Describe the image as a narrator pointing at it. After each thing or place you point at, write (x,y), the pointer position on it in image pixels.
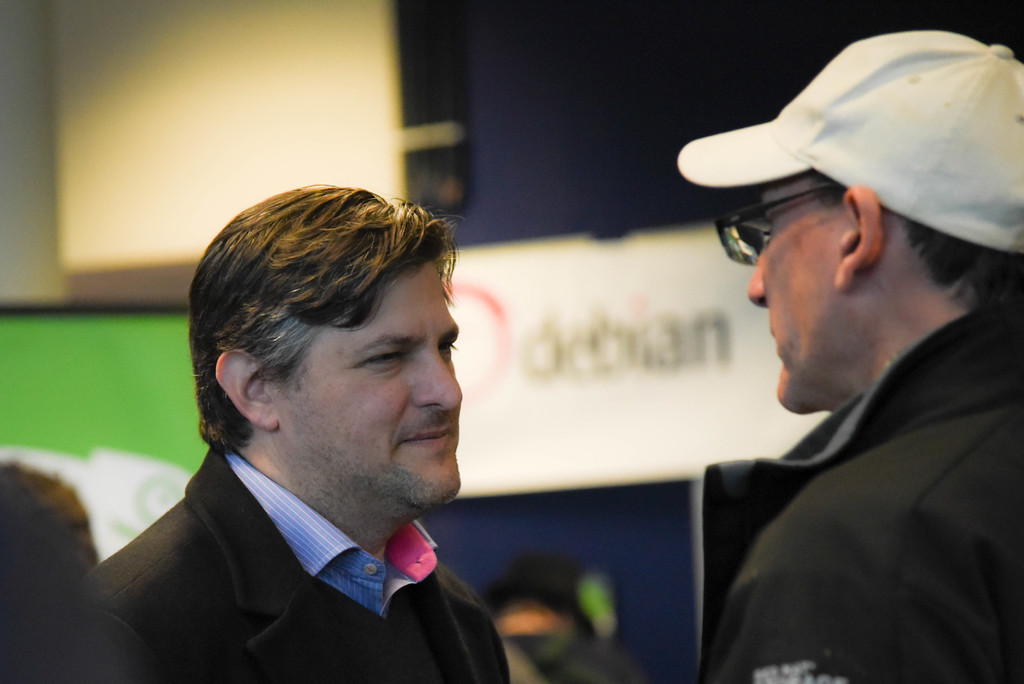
In this image I can see two people (486,609) with black and blue color dresses (353,611). I can see one person (753,489) with the specs (754,250) and cap (941,166). In the background (569,395) I can see the boards (486,376) but it is blurry.
